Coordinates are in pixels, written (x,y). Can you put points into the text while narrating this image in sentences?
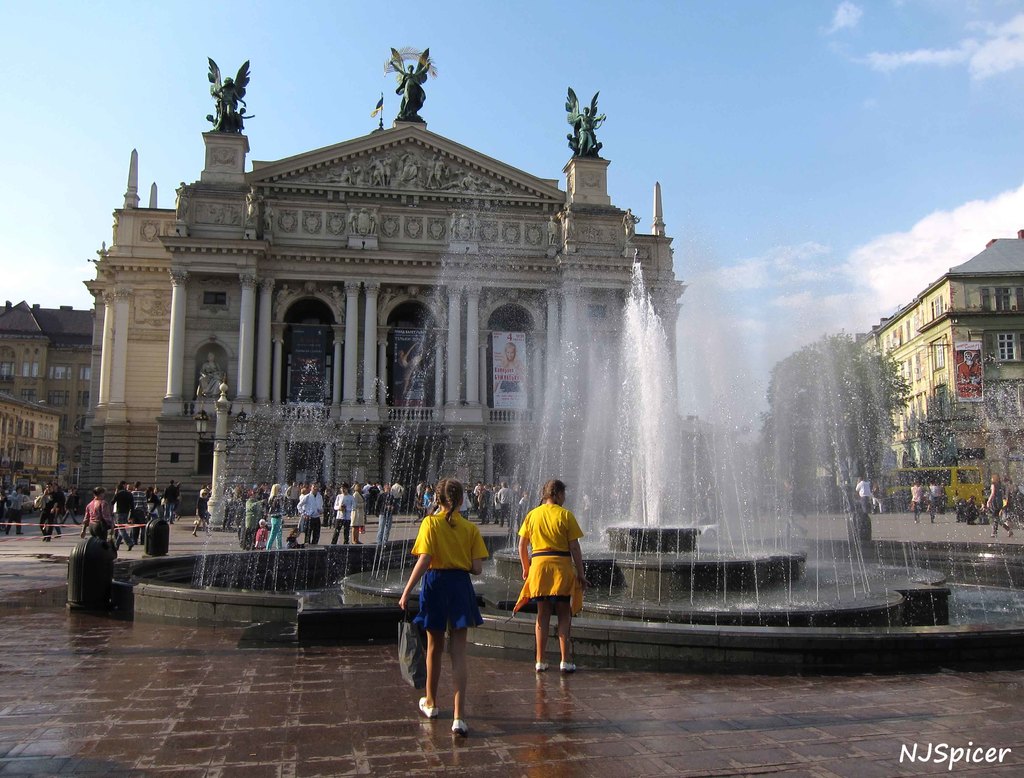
Here in this picture we can see buildings (428,347) present all over there and in the front (581,382) we can see a water fountain (656,402) present and we can see people (537,581) standing and walking all over the place over there and we can see trees (839,475) and plants (800,472) present here and there and we can see clouds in sky (746,201).
